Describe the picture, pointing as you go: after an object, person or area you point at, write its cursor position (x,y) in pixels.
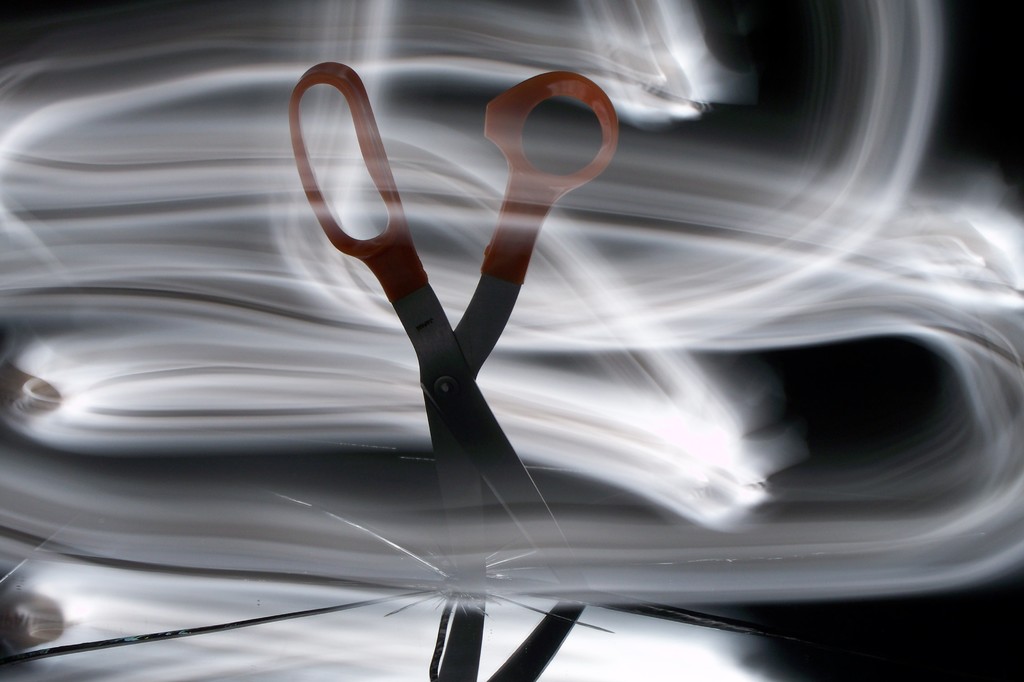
In this image I can see an orange colour scissor (541,180).
